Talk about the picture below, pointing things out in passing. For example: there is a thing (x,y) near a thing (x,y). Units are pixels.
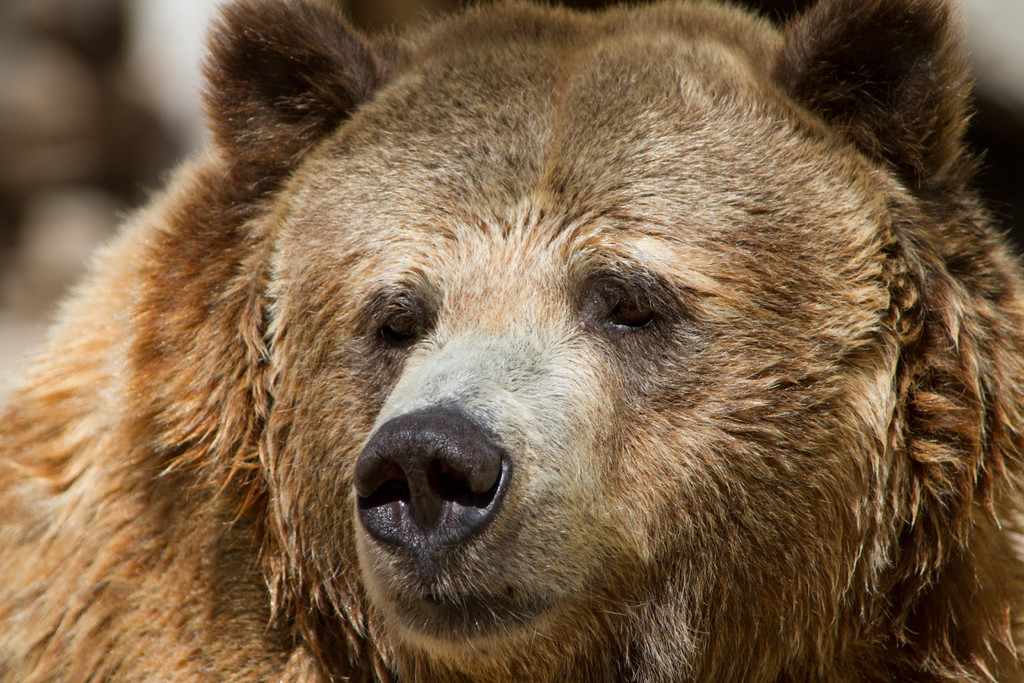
In this picture we can see an animal (605,296).
